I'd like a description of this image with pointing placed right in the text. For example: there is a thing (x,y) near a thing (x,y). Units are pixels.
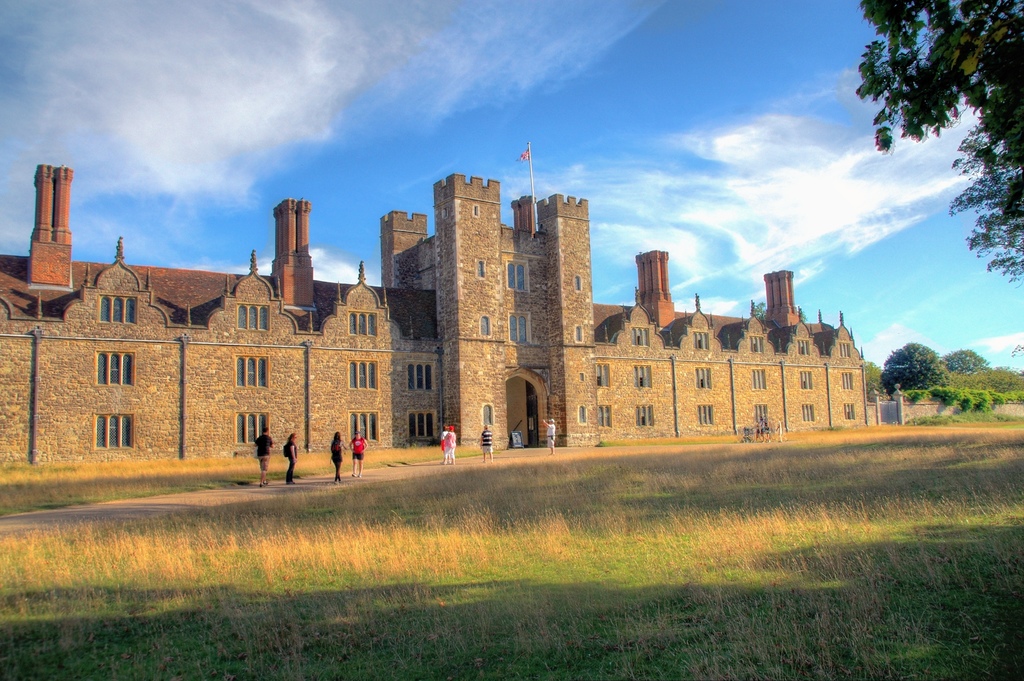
In this painting there is a building (721,382). There are few people (265,467) in front of the building (528,261). On the top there is a flag (526,155). On the right (954,370) there are trees (928,378). The sky (968,333) is cloudy.
